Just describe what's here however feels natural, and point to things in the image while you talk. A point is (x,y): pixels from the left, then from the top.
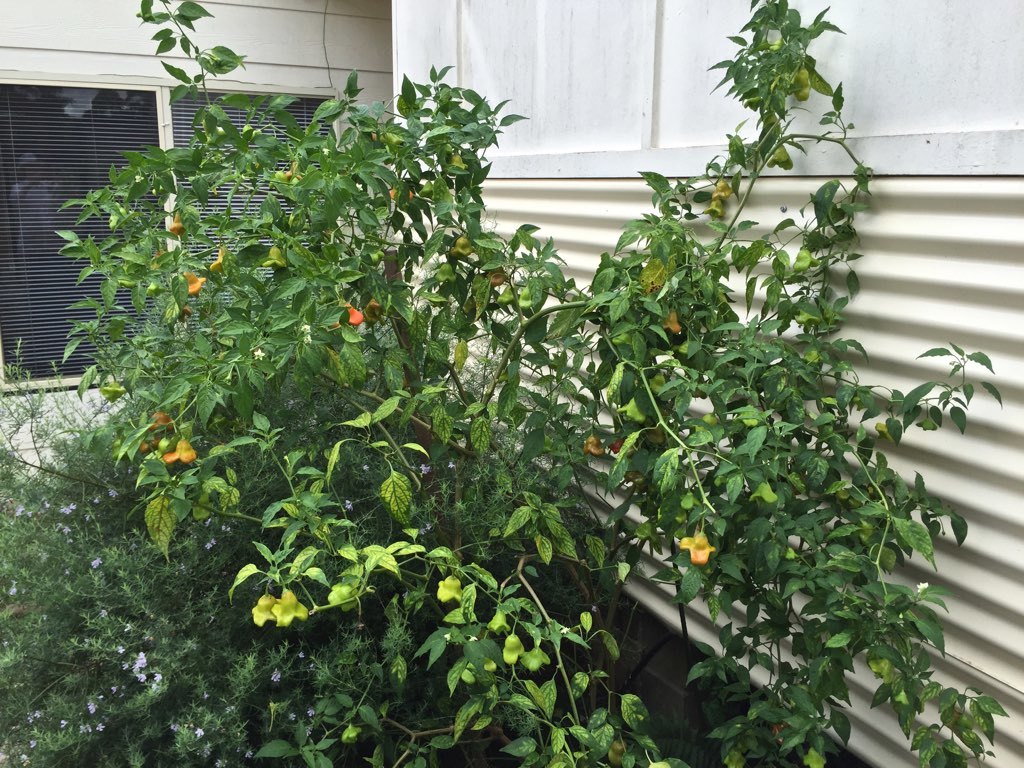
This image consists of a plant (672,357) which is having flowers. In the background (106,157), there is a window (68,132) along with a wall (71,36). To the right (947,103), there is a wall (895,70) and a metal sheet (959,466).
